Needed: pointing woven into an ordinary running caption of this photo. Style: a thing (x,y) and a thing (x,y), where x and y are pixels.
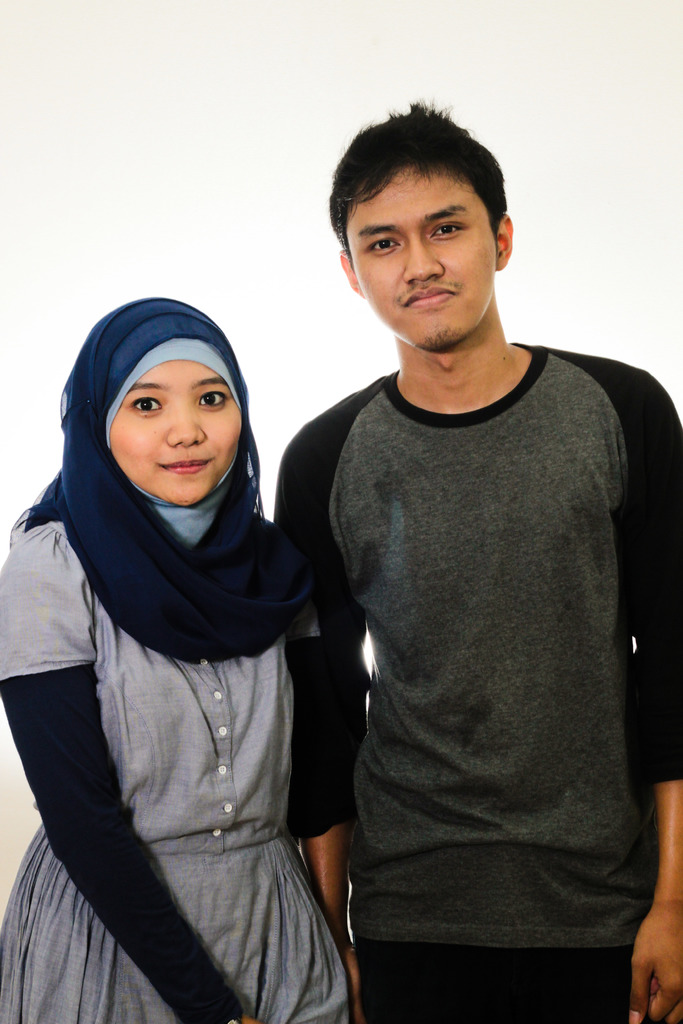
In the image two persons (398,163) are standing and smiling.
